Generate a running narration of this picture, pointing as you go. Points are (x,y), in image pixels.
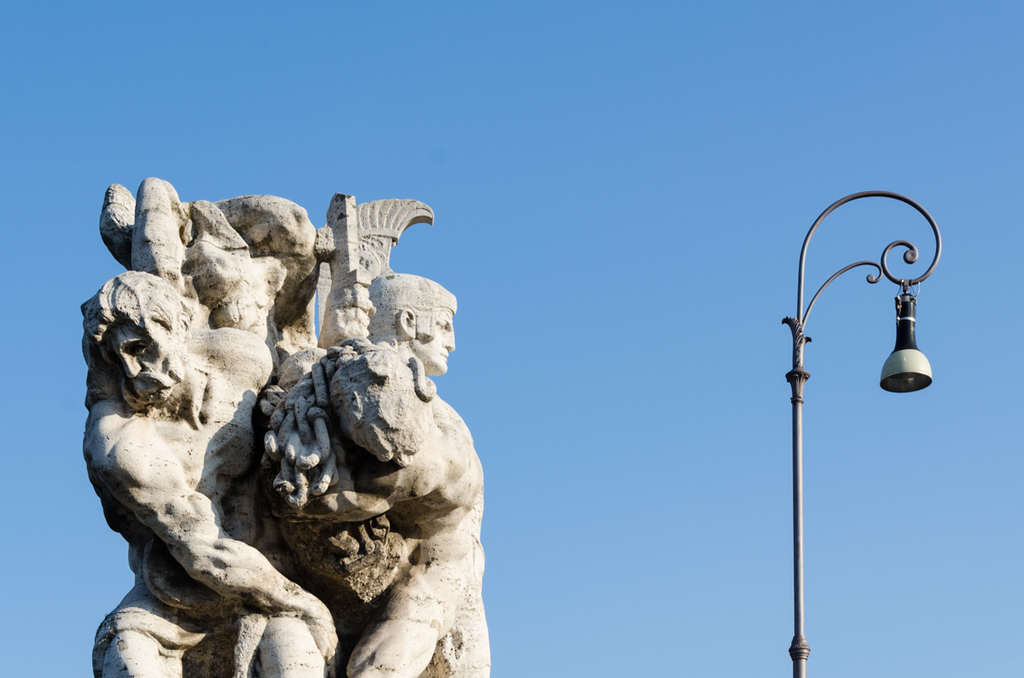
In this image we can see a sculpture (228,546). There is a street light (904,332) and a blue sky (672,304) in the image.
